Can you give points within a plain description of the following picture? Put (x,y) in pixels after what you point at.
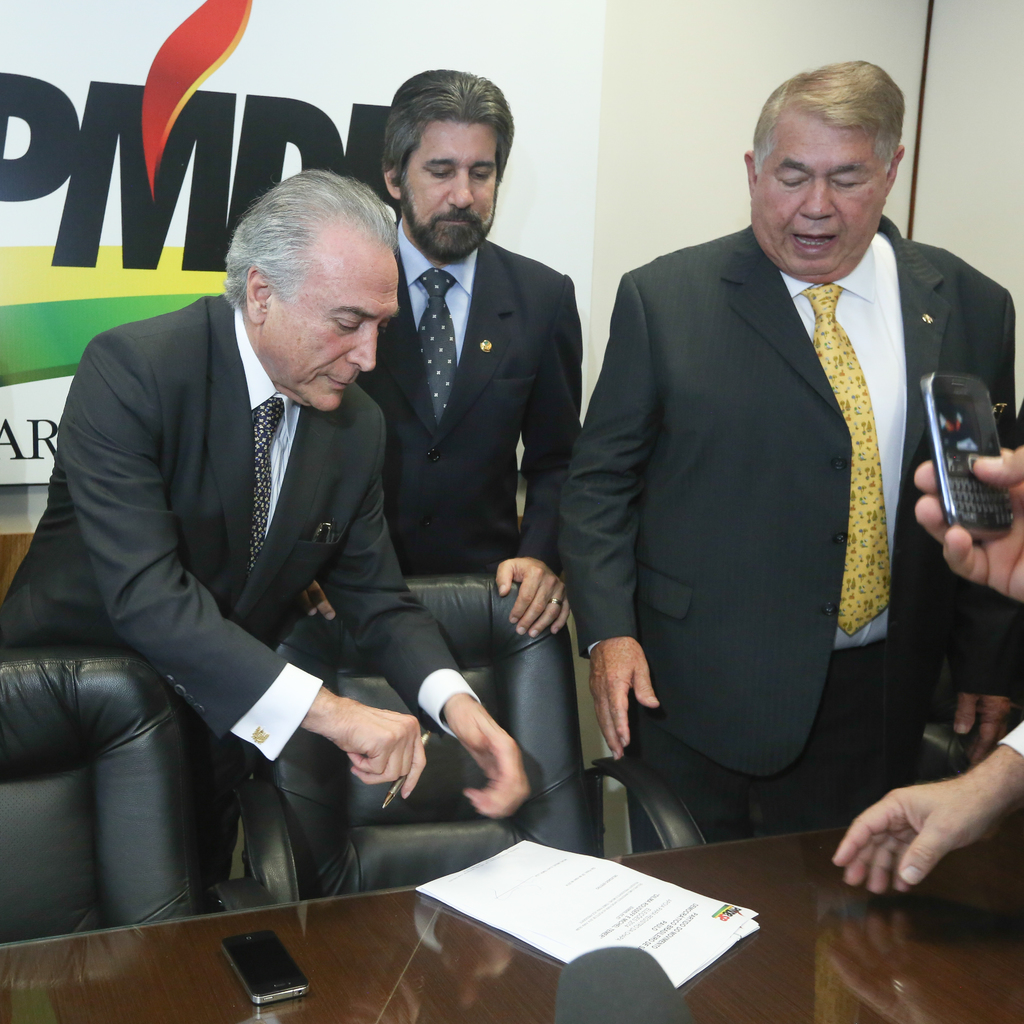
In this image there are three men (546,440) standing, they are wearing suits (598,398), there is a man (400,753) holding a pen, there are chairs (424,794), there is a table (408,965) towards the bottom of the image (381,988), there are objects (643,919) on the table (518,968), there is person's hand (983,565) towards the right of the image (983,499), there is a mobile phone (936,427) in the hand (980,459), there is a board (230,140) towards the left of the image (141,188), there is text (135,166) on the board (150,167), there is a wall (740,107) towards the right of the image (957,121).
